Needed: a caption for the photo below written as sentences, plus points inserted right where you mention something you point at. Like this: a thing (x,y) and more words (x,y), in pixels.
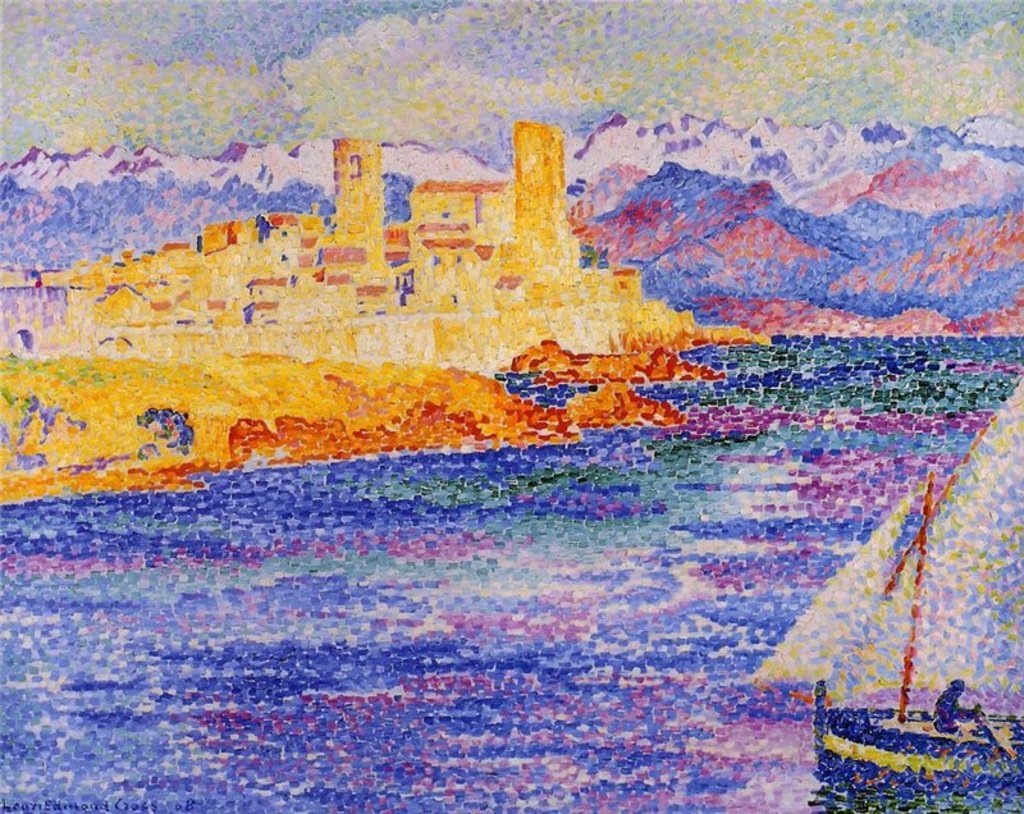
In this image I can see the painting (382,430). I can see the water (446,588), a boat (882,743), a person (940,731) sitting in the boat (864,729), few buildings (537,335), few mountains (635,228) and the sky (613,55).
